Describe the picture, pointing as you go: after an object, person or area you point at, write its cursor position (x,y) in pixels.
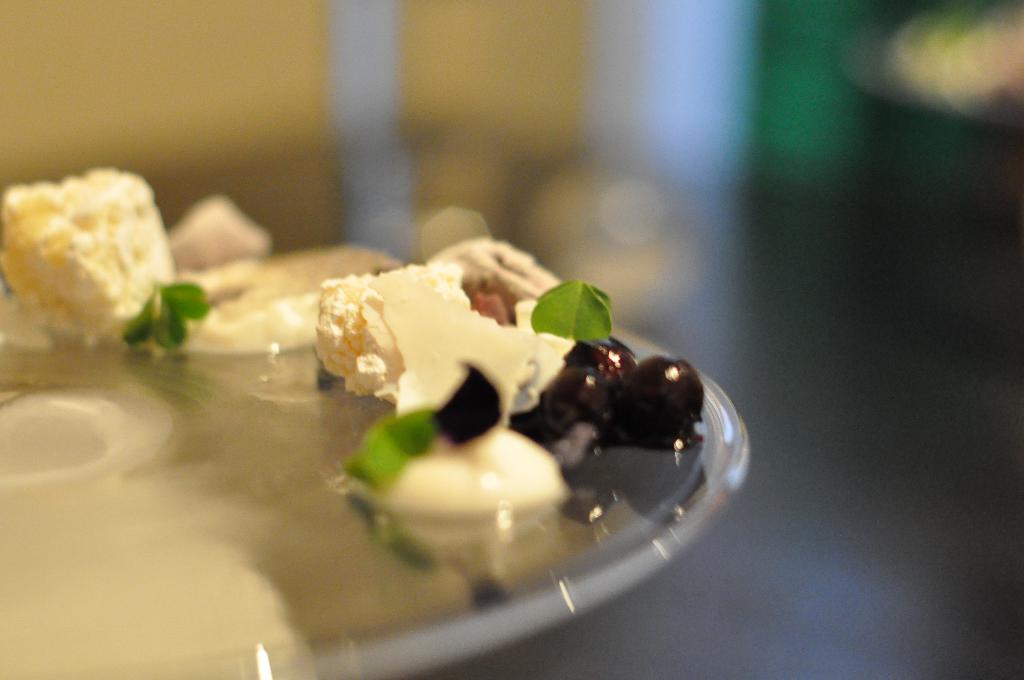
Here in this picture we can see a plate (420,511), on which we can see some fruits (597,407) and sweets (370,357) present over there.
